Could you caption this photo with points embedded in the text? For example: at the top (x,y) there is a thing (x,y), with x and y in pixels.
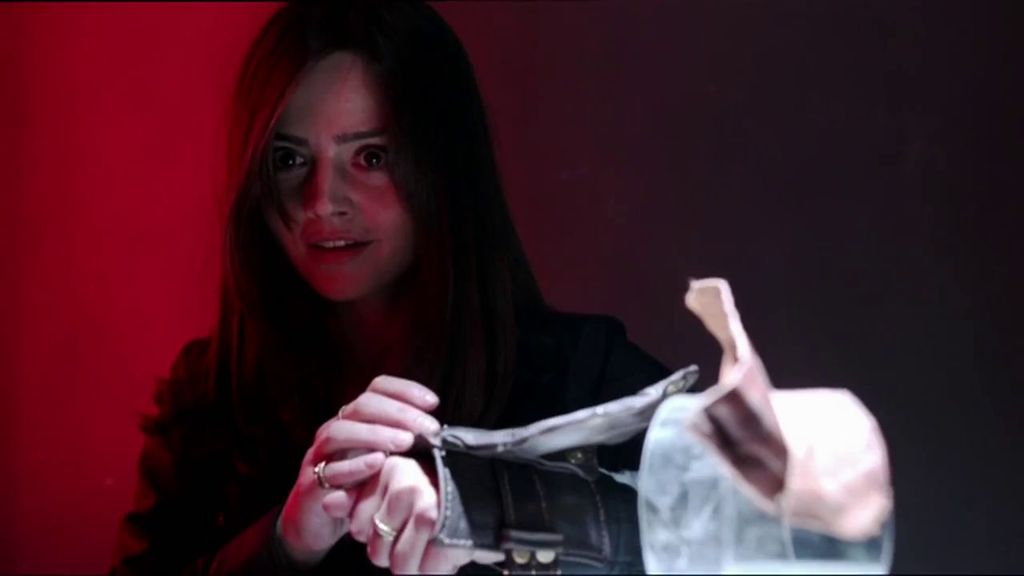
In this image we can see a woman (349,458), in front of her, there is an object (728,469), the background (26,121) is red in color.
